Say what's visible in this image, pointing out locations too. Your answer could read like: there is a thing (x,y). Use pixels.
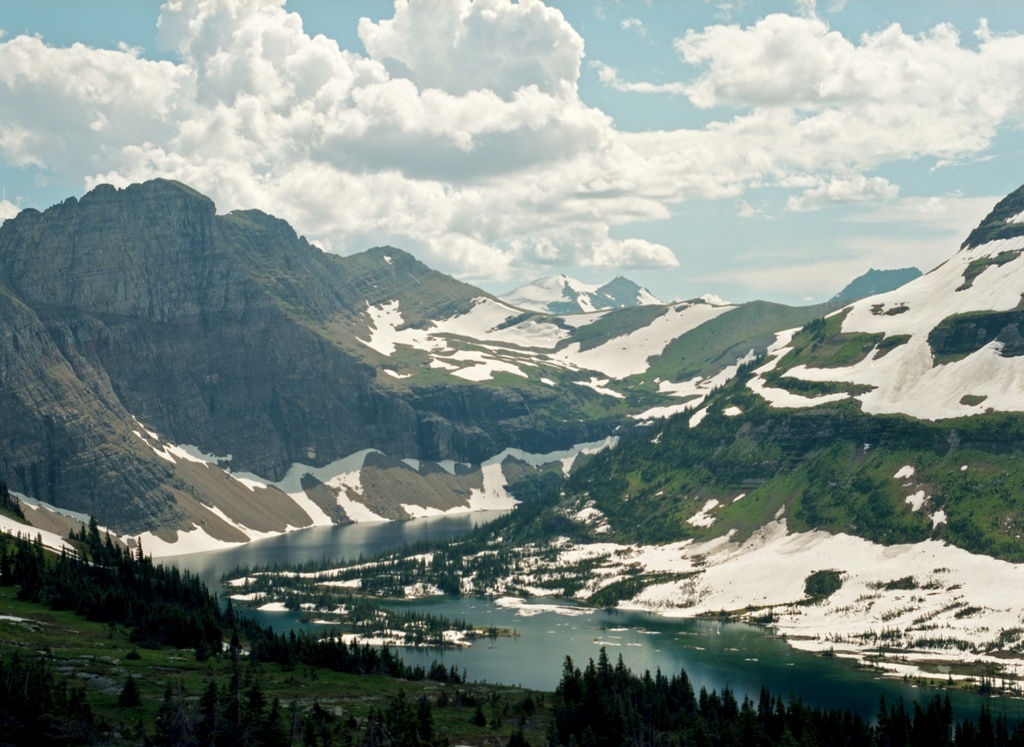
In this image, we can see mountains (351,392), hills (927,434), snow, trees (812,725). At the bottom (501,624), we can see the water (653,641). Background (850,246) there is a cloudy sky (518,167).
